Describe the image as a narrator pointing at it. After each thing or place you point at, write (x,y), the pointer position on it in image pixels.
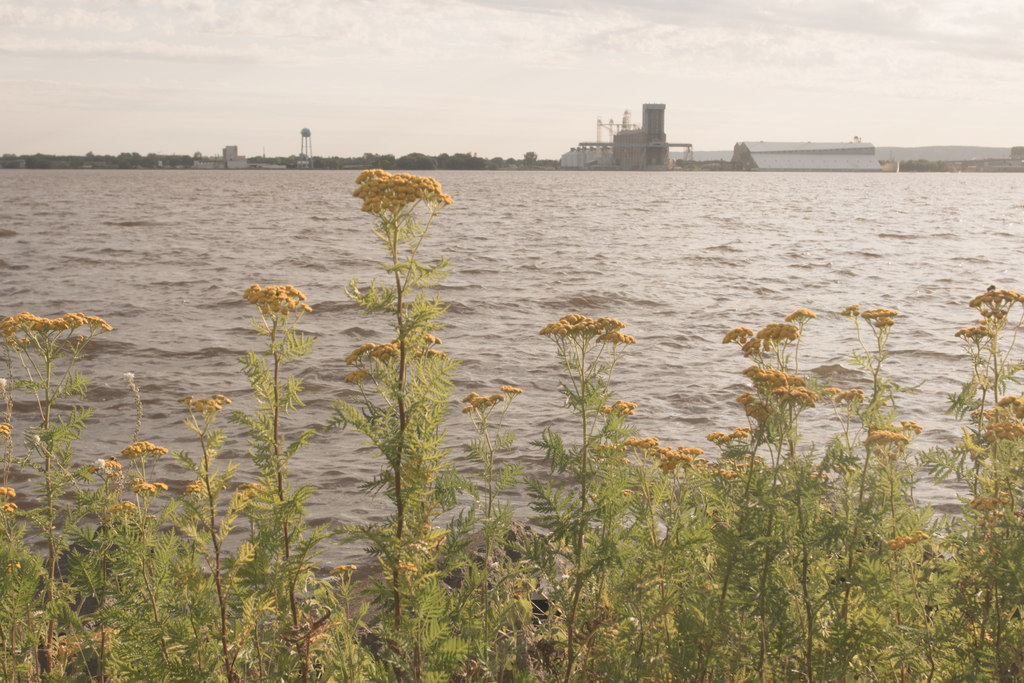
In this picture there are few plants (595,607) which has few flowers (269,303) on it and there is water (603,274) beside it and there are few buildings (619,141) and trees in the background (763,146).
